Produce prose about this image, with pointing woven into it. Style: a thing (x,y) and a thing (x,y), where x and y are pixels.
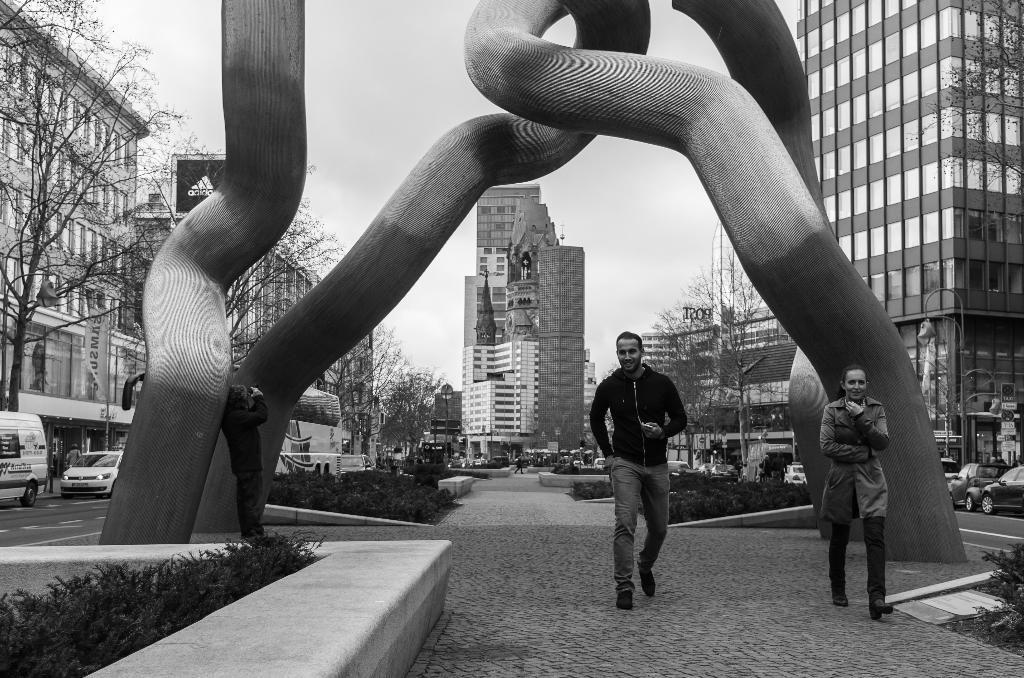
In the picture we can see a path (730,600) to it, we can see a man (630,453) and a woman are walking and smiling and on the either sides we can see some buildings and near to it, we can see some cars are parked and we can also see some trees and in the background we can see a tower building (481,276) and behind it we can see the sky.
